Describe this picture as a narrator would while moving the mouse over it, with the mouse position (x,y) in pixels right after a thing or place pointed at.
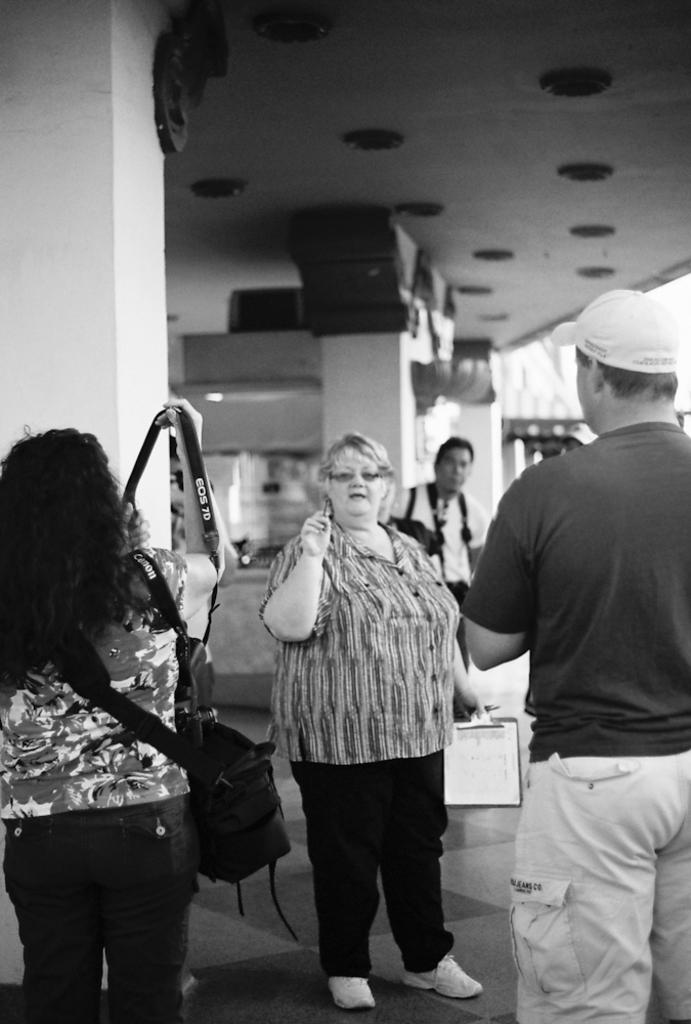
In this picture I can see there is a man (634,568) standing on the right side (639,557) and he is wearing a cap (653,362), there is a woman (413,693) standing at the center (335,670) and there is another woman (72,753) at left (98,687), she is wearing a bag (95,672). In the backdrop (102,385) there are few pillars (475,452). There is another man (448,476) standing in the backdrop (460,530).
